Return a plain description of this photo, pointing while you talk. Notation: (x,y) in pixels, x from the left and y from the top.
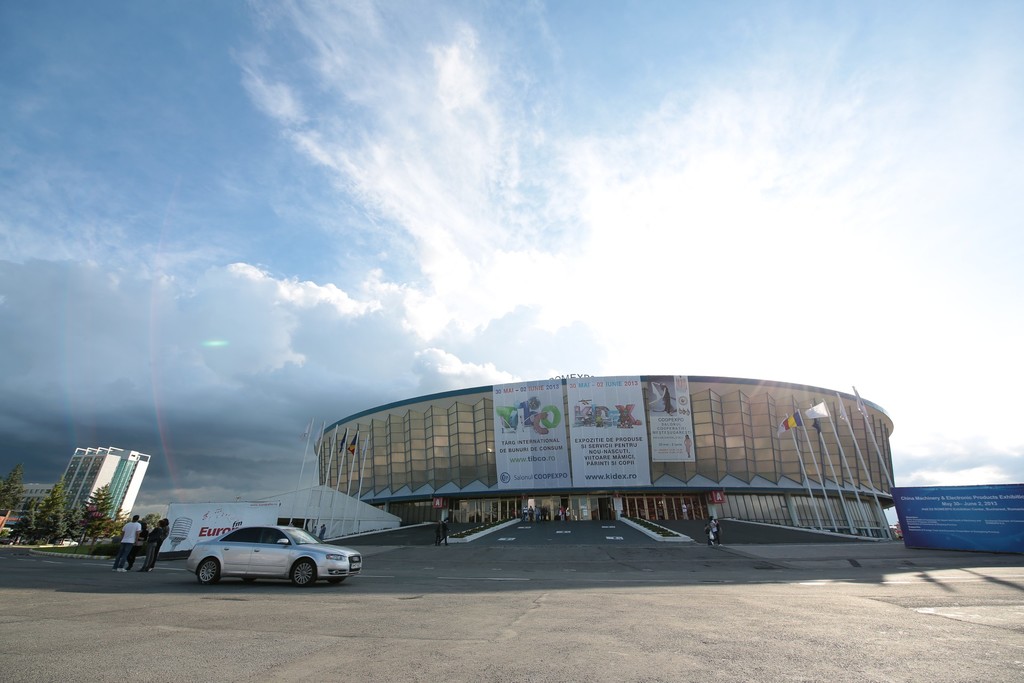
In this image we can see building (570,489), car (329,553), road (553,560), steps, persons (153,523), trees (57,505), sky (172,138) and clouds (446,319).
